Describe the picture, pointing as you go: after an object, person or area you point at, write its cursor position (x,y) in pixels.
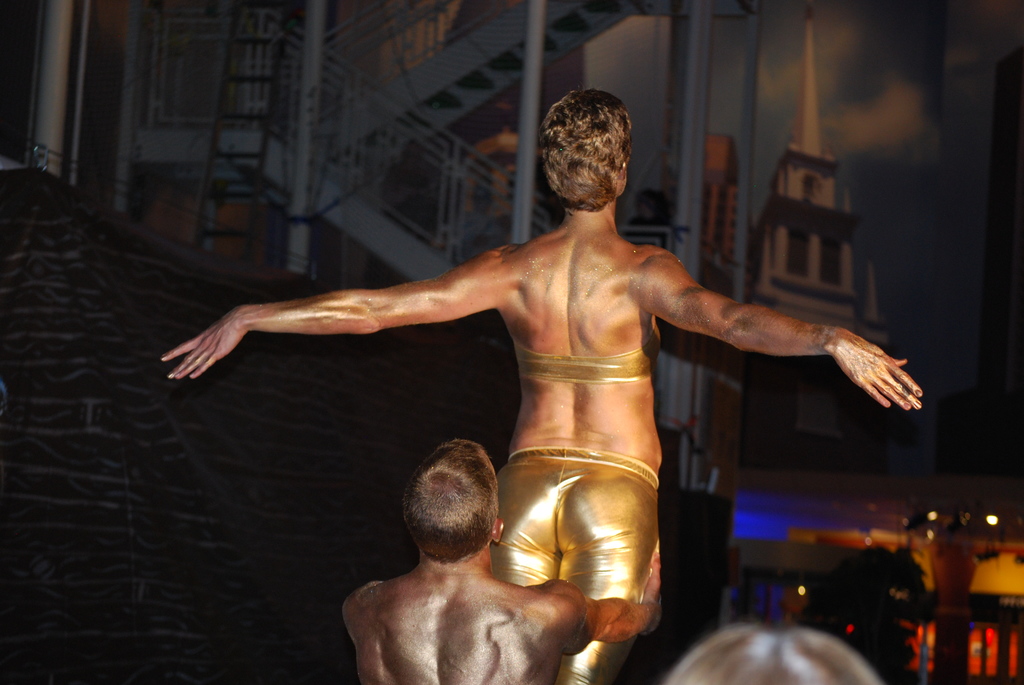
This man (448,560) is lifting a person (612,513). Background (790,268) there is ladder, building (825,240) and lights (927,518).
